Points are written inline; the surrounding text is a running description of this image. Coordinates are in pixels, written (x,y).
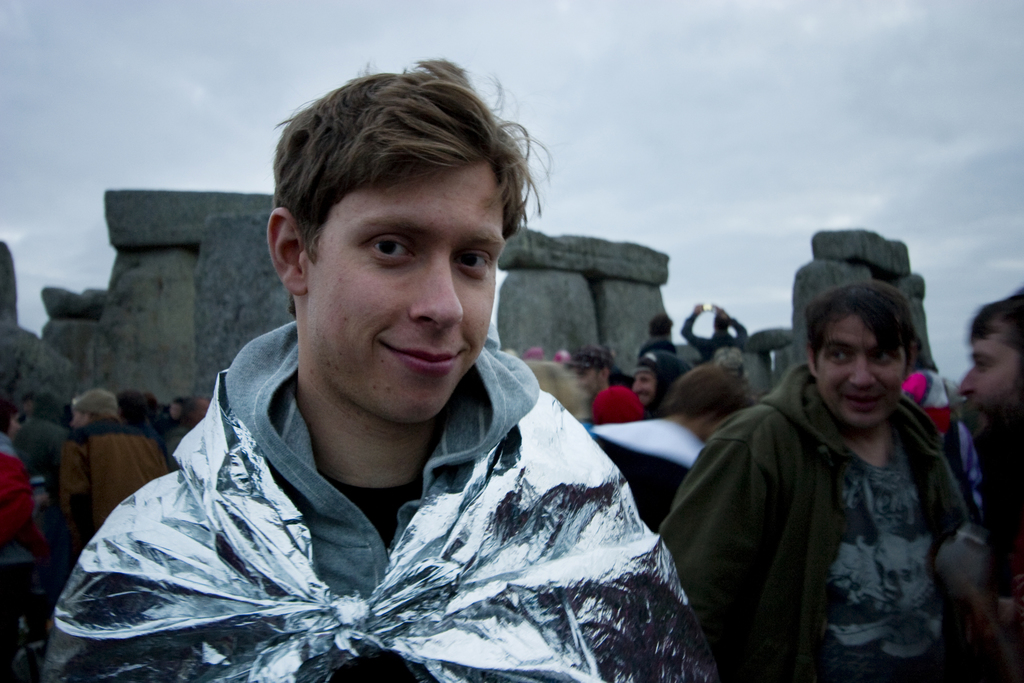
In the picture we can see a man (511,676) standing and smiling and on him we can see a silver colored cloth (161,511) and beside him we can see two men (840,392) are standing and talking to each other and behind them, we can see some people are standing and some are walking and behind them we can see some rock sculptures (125,310) and behind it we can see the sky (635,170) with clouds (1023,181).
